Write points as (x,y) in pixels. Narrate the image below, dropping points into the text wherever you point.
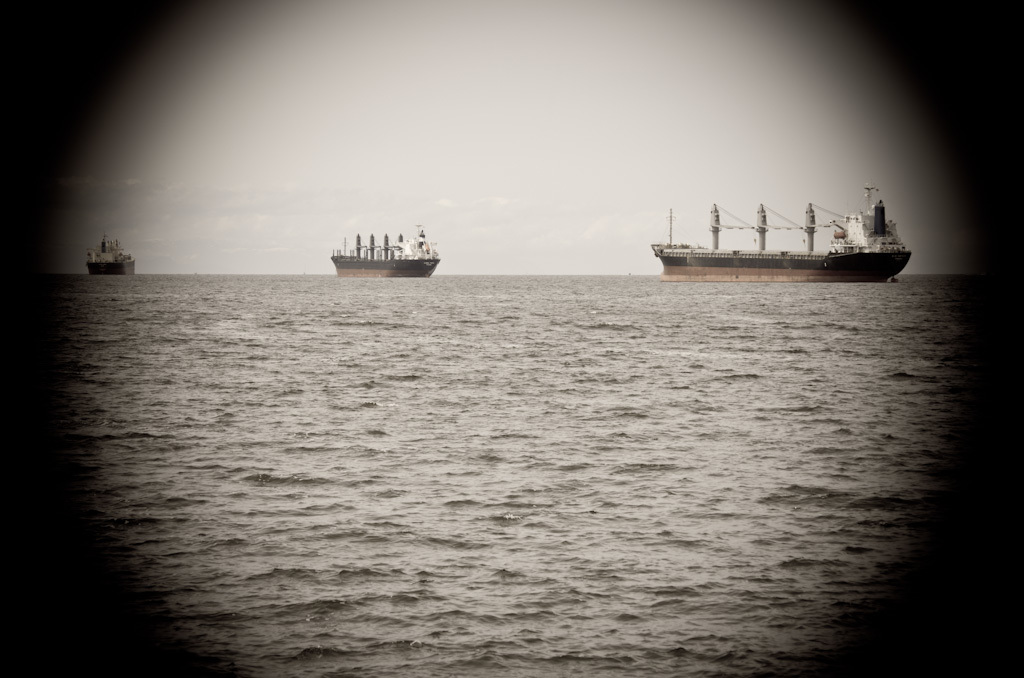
In the image I can see the water (490,447) and few huge ships (393,270) on the surface of the water (548,458). In the background (709,223) I can see the sky (483,118).
